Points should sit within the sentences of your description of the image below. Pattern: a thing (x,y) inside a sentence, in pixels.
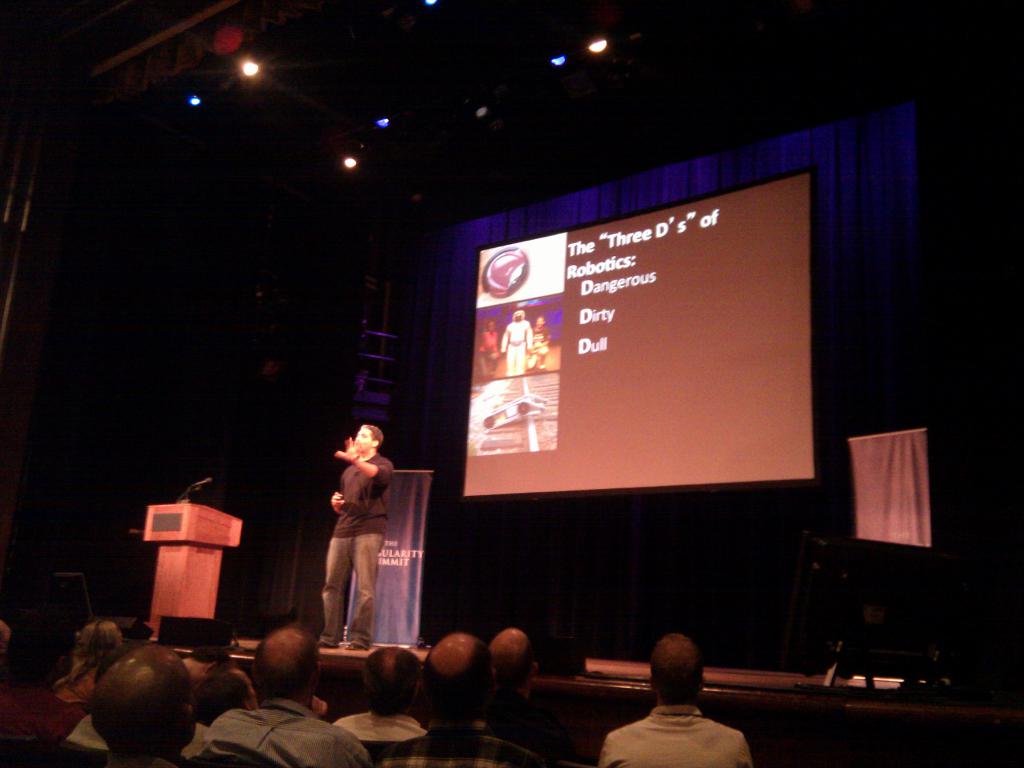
In this image I can see group of people (177,680) sitting and I can also see the person (364,438) standing and the person (375,504) is wearing black color shirt (379,504) and I can see the podium (190,549) and the microphone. In the background (696,319) I can see the screen (669,267) and few curtains (595,207).
